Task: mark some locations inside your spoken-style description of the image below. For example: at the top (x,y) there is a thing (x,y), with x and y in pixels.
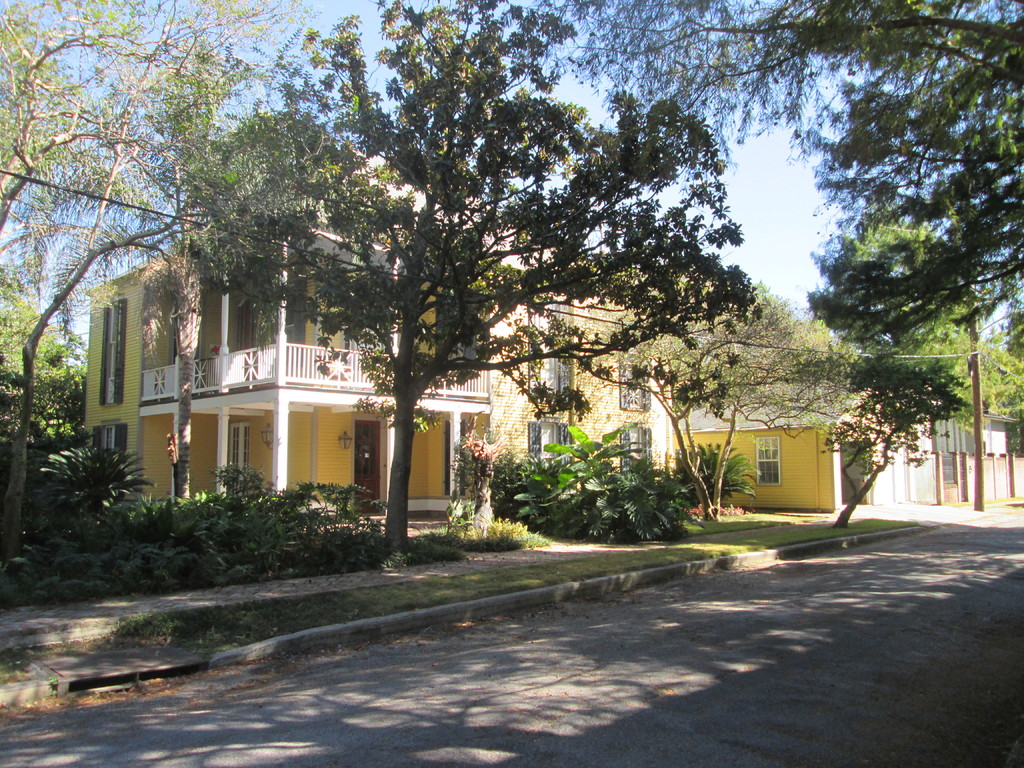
In this picture I can see buildings (92,287), plants (123,499), trees (307,117), and in the background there is the sky (778,183).
